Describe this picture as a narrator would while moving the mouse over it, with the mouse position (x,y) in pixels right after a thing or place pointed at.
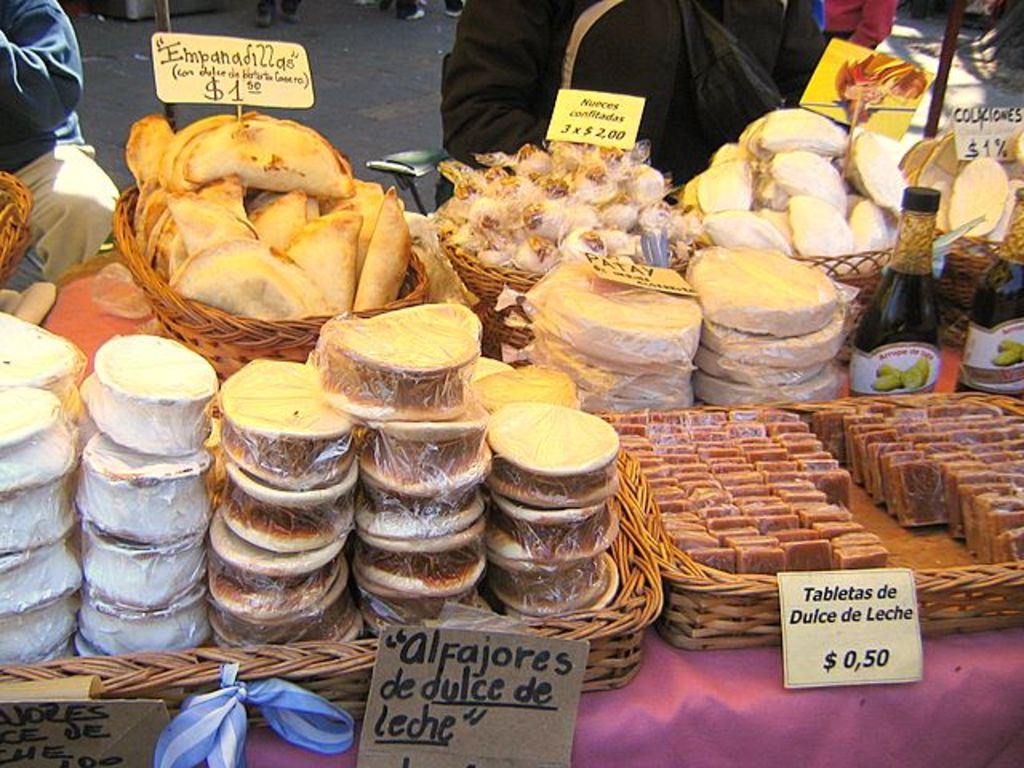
This picture is clicked in the market. In this picture, we see a table (662,677) which is covered with pink color cloth (715,657). There are many baskets (722,611) containing different kinds of sweets (437,408) are placed on the table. We even see name boards (228,95) and price tags (556,131) are placed on that table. In the background (55,188), we see people (490,22) sitting on the chairs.
